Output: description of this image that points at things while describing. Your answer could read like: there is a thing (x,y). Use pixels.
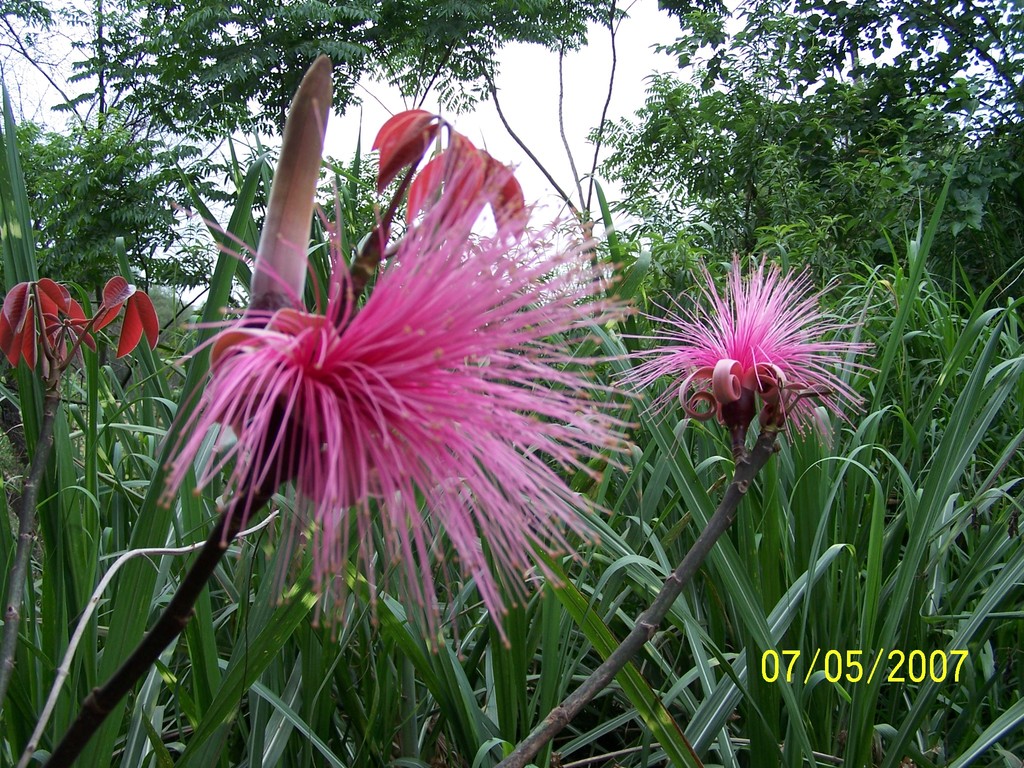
Here in this picture we can see flowers (345,334) present on the plants (545,385) over there and behind that we can also see trees (227,64) present all over there.
